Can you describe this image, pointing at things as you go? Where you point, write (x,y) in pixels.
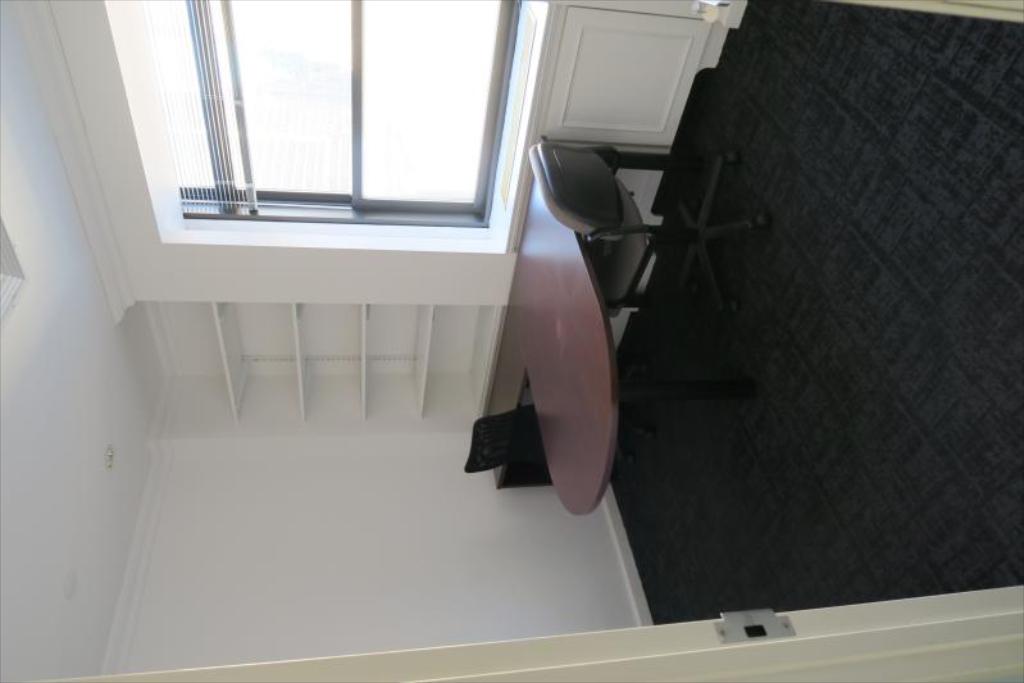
This is a picture of a room (458,308), in this image there is a table (578,273), chairs (597,219), window (472,226), cupboard (626,26), shelves (479,314) and wall (291,565). And on the right side of the image (881,271) there is floor (958,520), and at the bottom of the image (873,650) there is a door (929,649).
